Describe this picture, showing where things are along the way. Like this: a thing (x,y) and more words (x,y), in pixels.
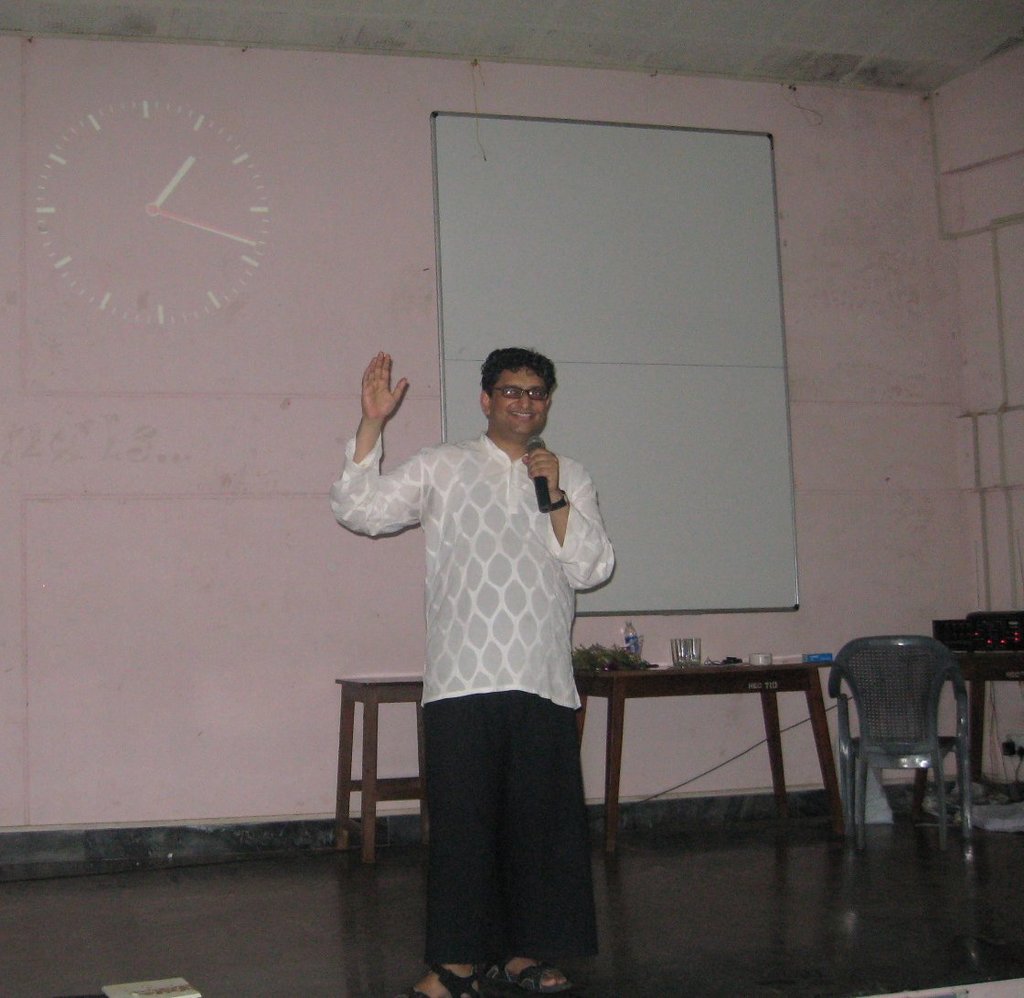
In the image we can see there is a man (524,545) who is holding mic (537,481) in his hand (536,456).
